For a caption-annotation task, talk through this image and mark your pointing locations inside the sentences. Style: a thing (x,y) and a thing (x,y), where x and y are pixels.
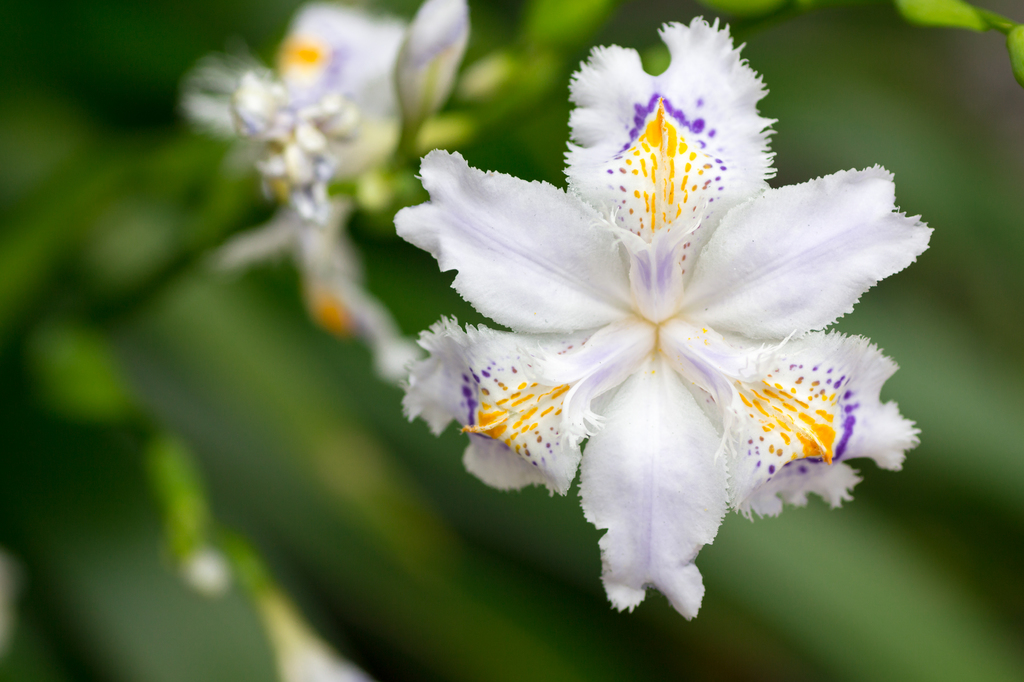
This picture shows so white color flowers (656,307) with yellow and blue color dots (659,119) on the flowers (814,388).
